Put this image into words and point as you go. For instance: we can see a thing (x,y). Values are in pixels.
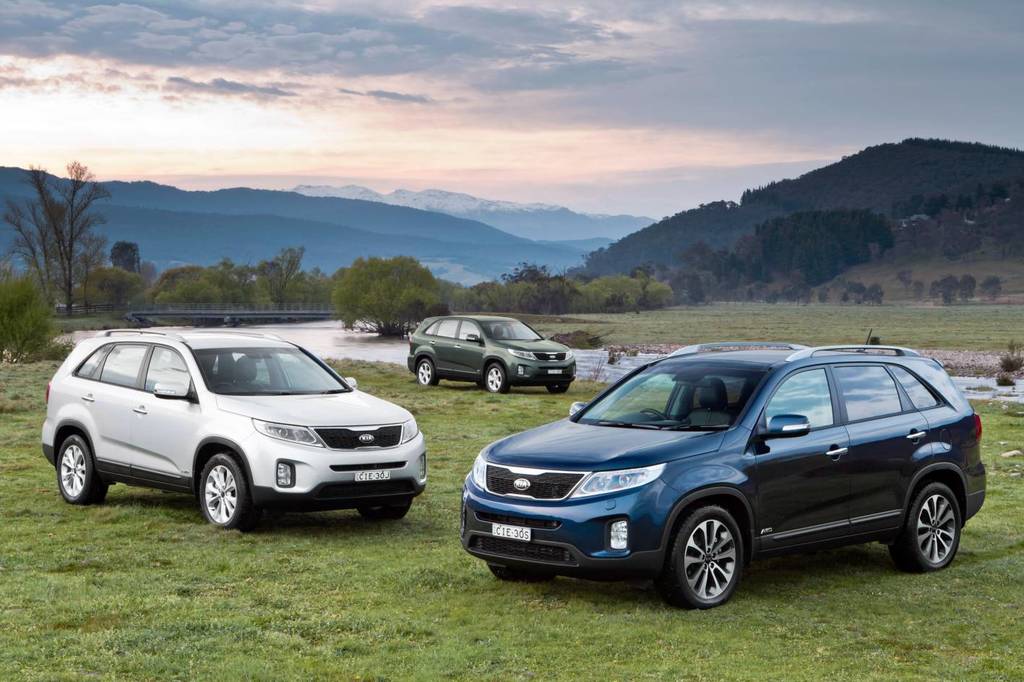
In this image we can see three cars (207,399). On the ground (264,595) there is grass (362,568). In the back (353,355) there is water (347,346), trees (228,288), bridge (244,306), hills (360,230) and sky (593,127) with clouds (607,122).
